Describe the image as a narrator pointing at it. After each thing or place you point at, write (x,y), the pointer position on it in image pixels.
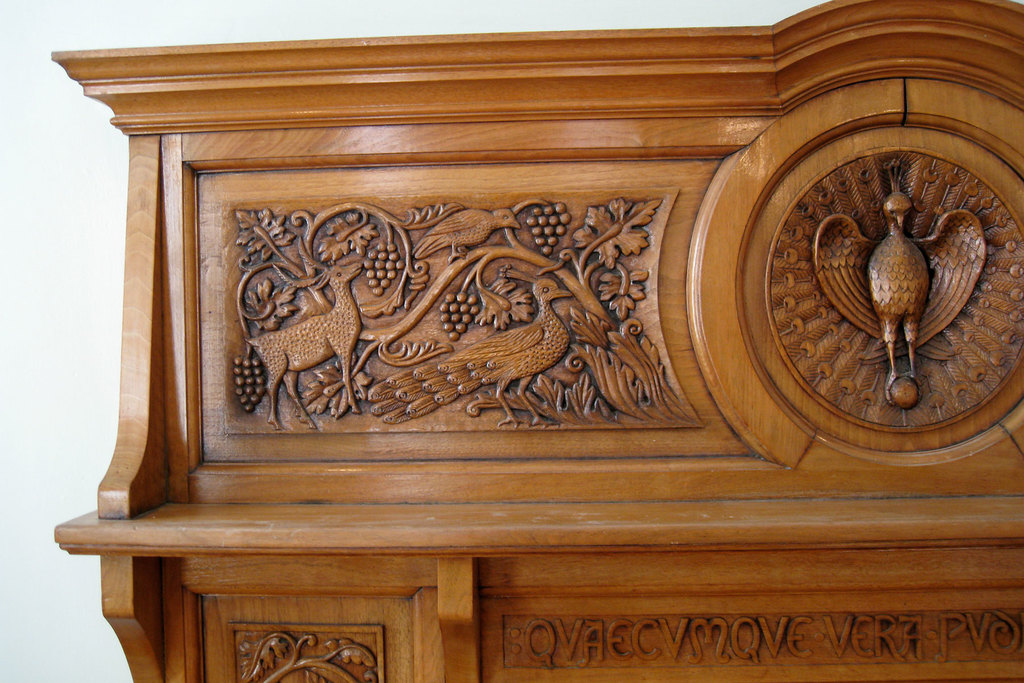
In this image we can see the wooden carving (462,316). We can also see the plain wall (70,207).
